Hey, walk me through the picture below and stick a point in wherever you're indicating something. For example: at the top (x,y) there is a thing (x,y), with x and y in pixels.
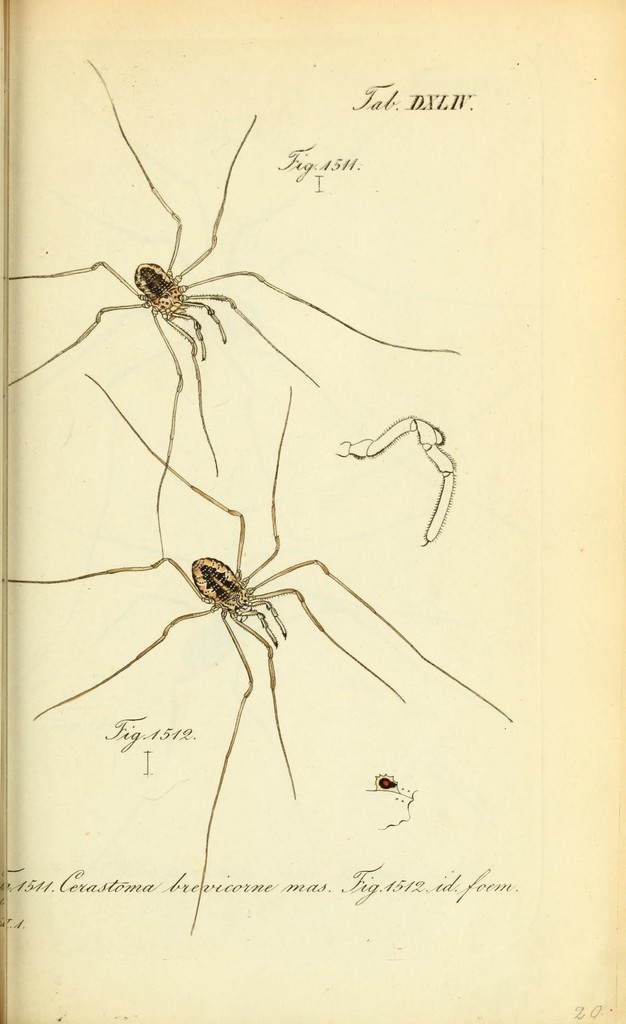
In this picture there are two insects (198,494) and there is something written above and below it.
